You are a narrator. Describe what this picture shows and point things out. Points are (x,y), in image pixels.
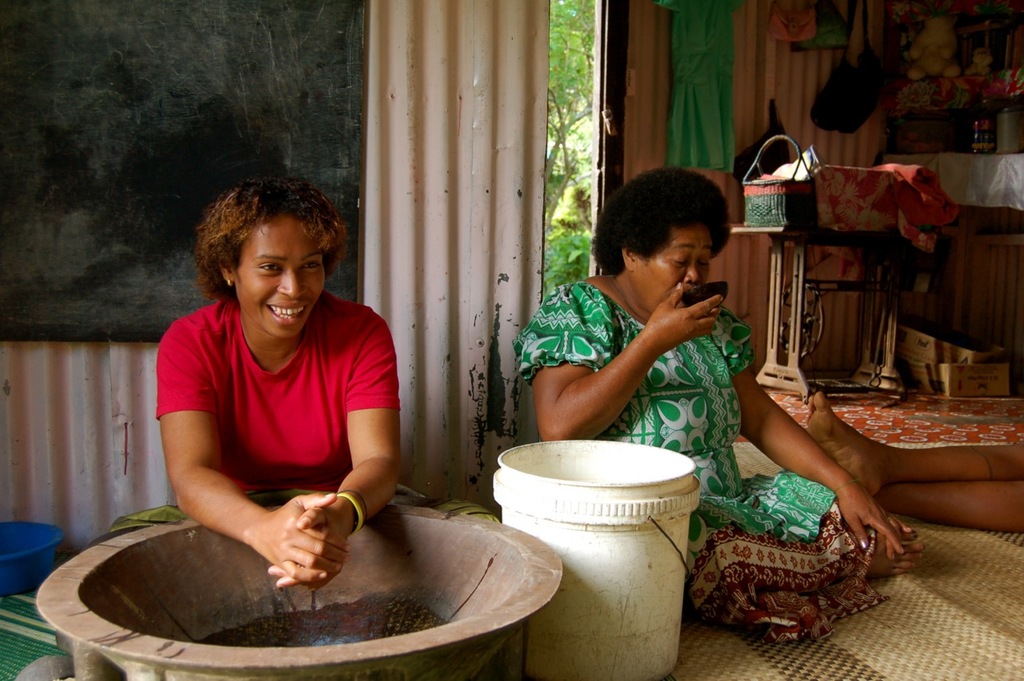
On the left side (291,358), there is a woman (291,358) in a red color t-shirt (220,350), sitting in front of a vessel (225,571) and smiling. On the right side (766,648), there is a white color bucket (652,595) on a mat (693,636). Beside this bucket (637,547), there is a woman (817,475) sitting, holding a cup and drinking. Besides her, there are two legs (881,453) of another person (946,459) on the mat (920,533). In the background (805,185), there is a black board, a basket (751,197) on a sewing machine (746,230), there are trees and other objects (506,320).
